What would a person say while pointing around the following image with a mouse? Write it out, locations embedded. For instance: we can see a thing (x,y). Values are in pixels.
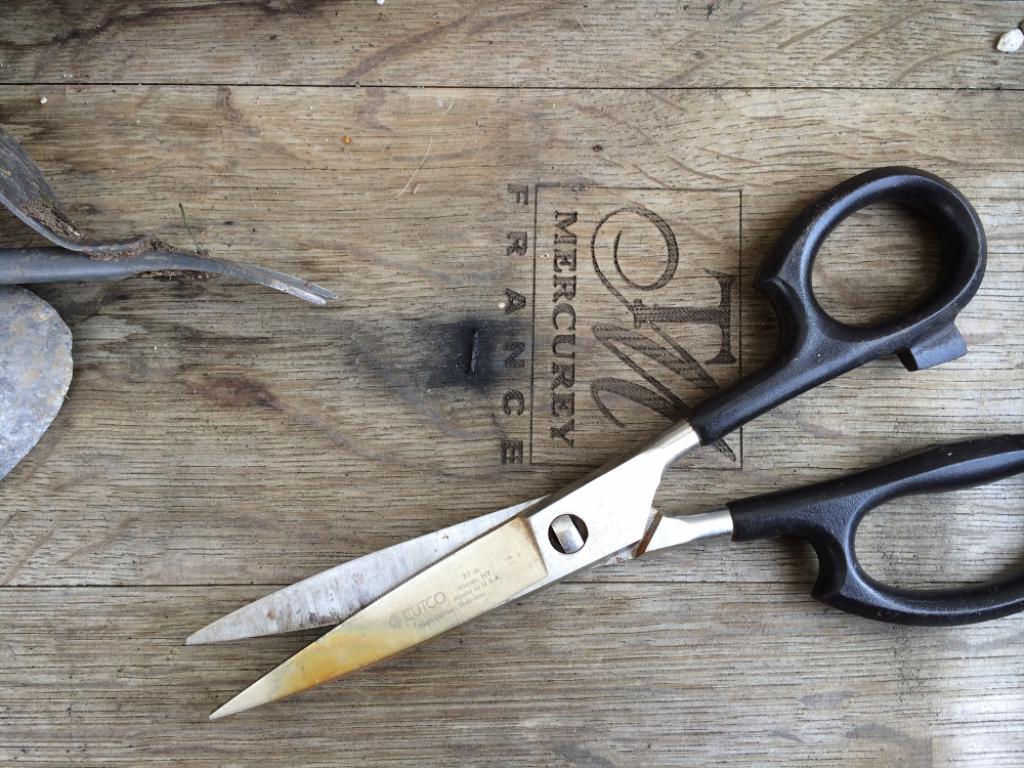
There is a scissors (403,570) on the table (542,620) and there is some other object (1,159) on the table (146,340).
